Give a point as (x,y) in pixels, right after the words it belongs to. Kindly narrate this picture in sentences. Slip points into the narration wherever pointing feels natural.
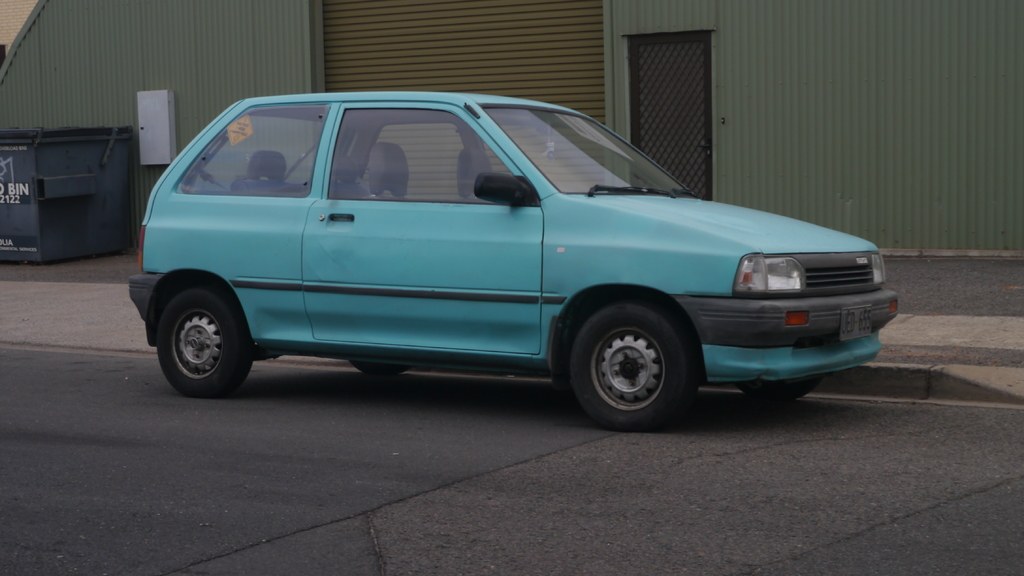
In this image we can see a car (579,198) that is placed on the road (234,413). In the background (854,98) we can see door (661,84), shed (887,98) and a bin (83,180).
